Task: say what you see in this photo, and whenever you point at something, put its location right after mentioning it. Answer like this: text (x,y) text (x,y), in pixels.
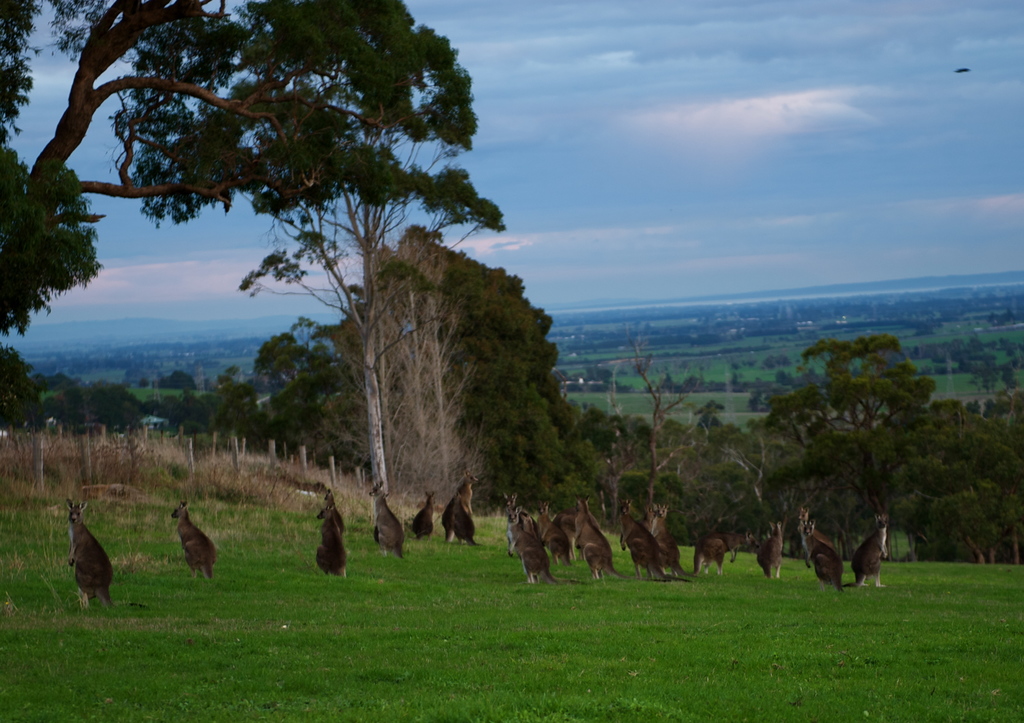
In this picture we can see kangaroos (621,531), at the bottom (511,636) there is grass (520,653), in the background (808,439) we can see trees (144,186), there is the sky (190,284) at the top of the picture (696,168).
